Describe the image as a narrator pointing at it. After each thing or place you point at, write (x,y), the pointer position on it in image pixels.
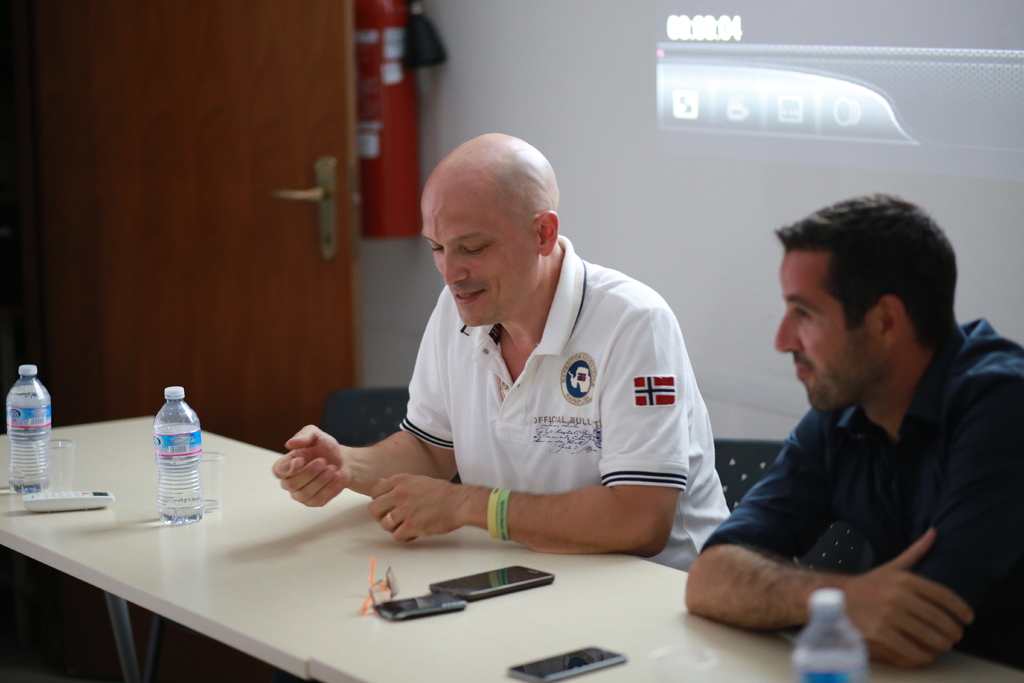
This picture shows the inner view of a room (244,227), there is one wooden door (295,111), back side of the door (347,83) one fire extinguisher (405,78) is there. There are two persons (519,322) sitting near to the two tables (633,618). There are some different types of objects (445,605) on those two tables (71,528). Some chairs (370,429) are there. Backside of the person (513,474) some numbers (698,30) are there in that wall (717,34).
